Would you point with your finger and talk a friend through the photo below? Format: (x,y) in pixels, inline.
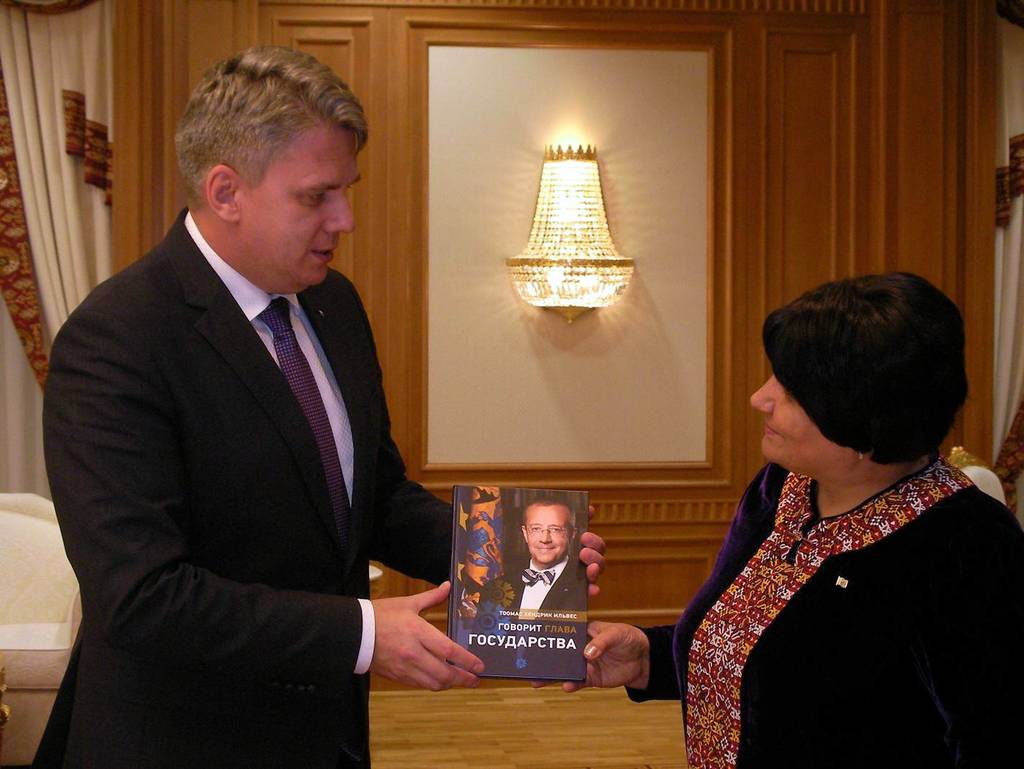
In this image we can see this person (165,531) wearing black blazer (238,506) and tie (300,383) is holding a book (492,541) in his hands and here we can see another person (825,587) standing. In the background (23,587), we can see a sofa (21,580), curtains (7,246) and the chandelier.
